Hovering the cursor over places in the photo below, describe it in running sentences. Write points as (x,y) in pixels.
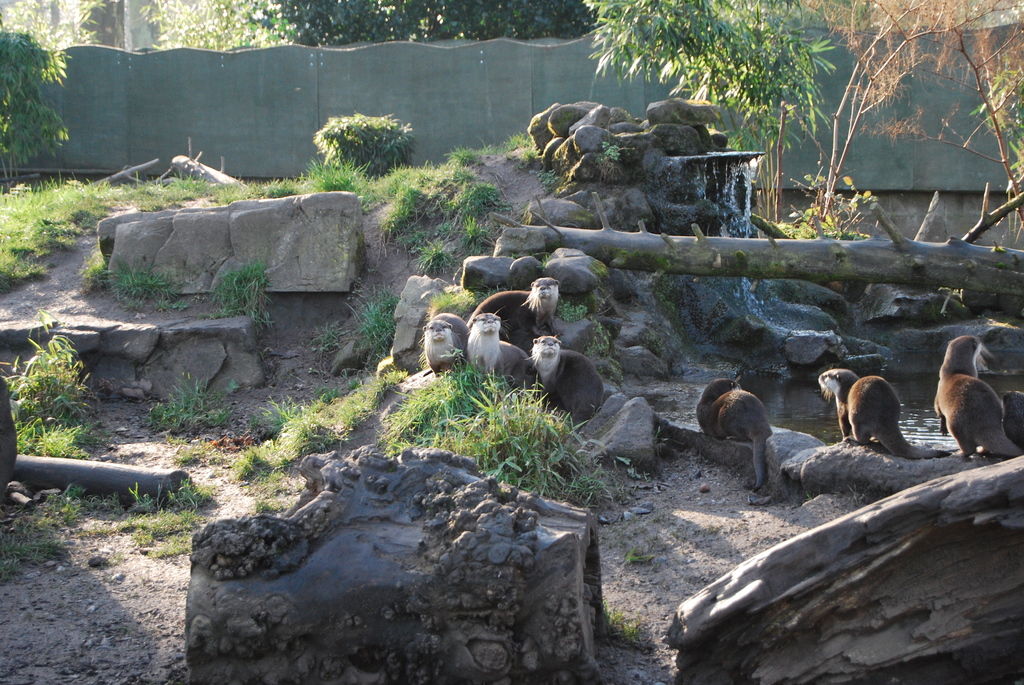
In this image we can see animals (550,376) sitting and standing on the rocks (609,456), shrubs (436,403), ground (145,513), wall (318,118) and trees (345,41).
